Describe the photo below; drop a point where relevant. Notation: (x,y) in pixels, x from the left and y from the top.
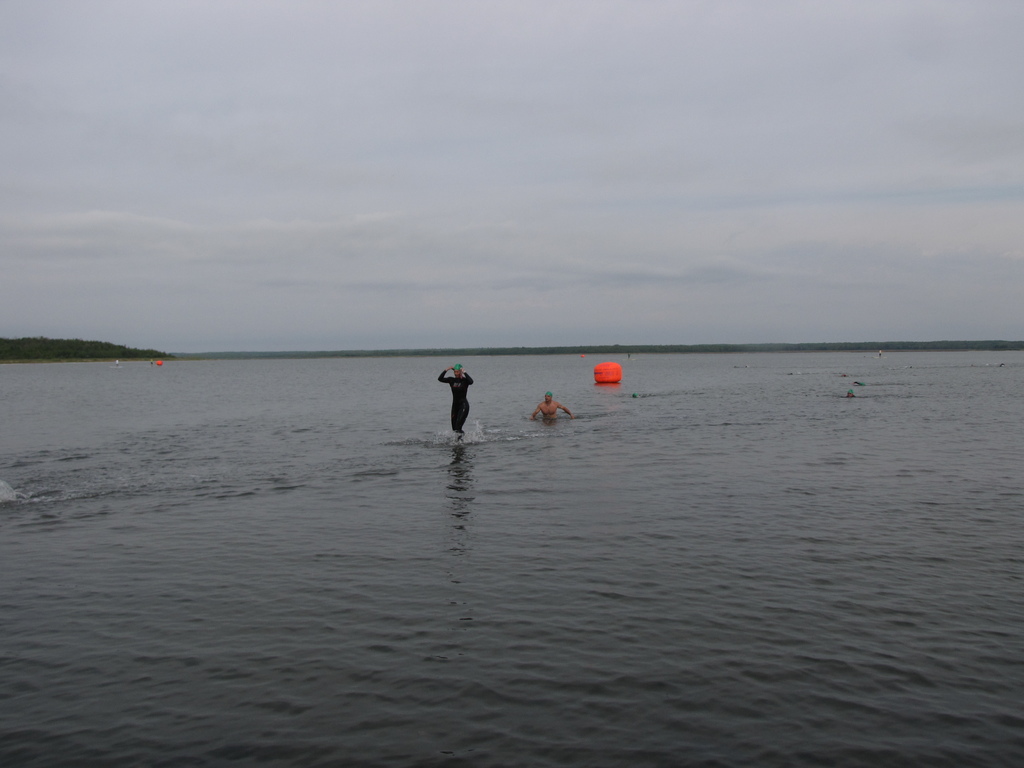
This picture is clicked outside the city. In the center (415,391) we can see the two persons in the water body (591,463) and there is an object (608,368). In the background (445,125) there is a sky (280,246) and the hills (63,352).
